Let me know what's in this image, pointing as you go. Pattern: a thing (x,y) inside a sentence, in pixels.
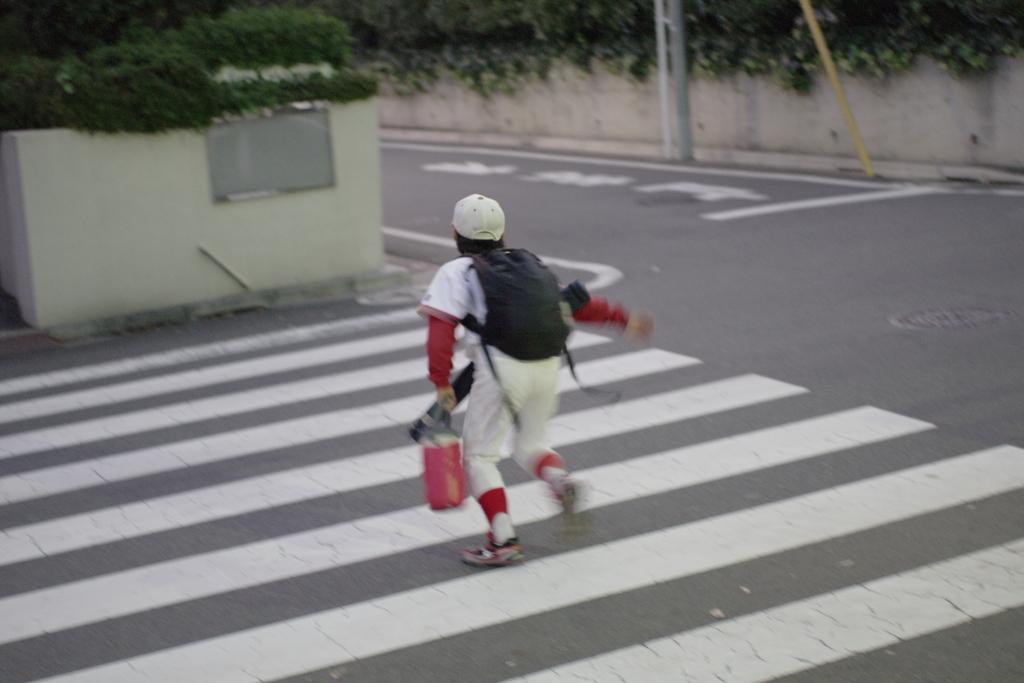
In the center of the picture (479,344) there is a kid (475,438) running on the road (375,409). In the background (499,70) there are plants (410,64), wall (475,106), road (662,189) and poles (679,84).
